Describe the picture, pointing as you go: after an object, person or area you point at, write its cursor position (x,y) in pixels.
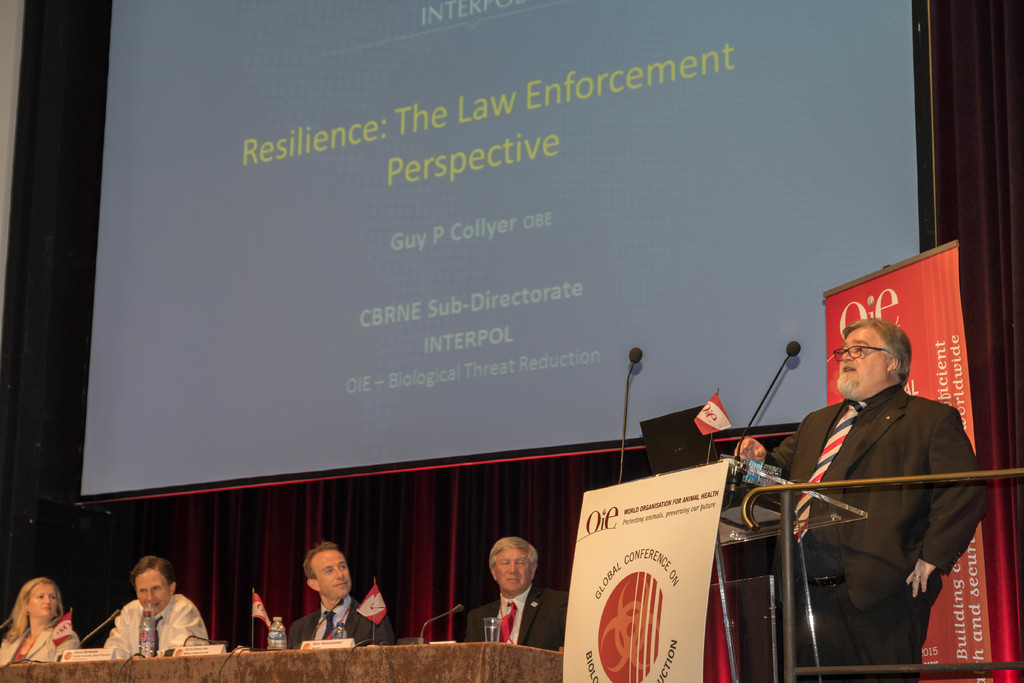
In the picture I can see a person (906,469) wearing black suit (928,457) is standing and speaking in front of a mic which is placed on the table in front of it and there are few persons (319,580) sitting beside him and there is a table (264,664) in front of them which has few mics (416,643) and some other objects (278,619) on it and there is a projected image (385,193) in the background (435,123).
